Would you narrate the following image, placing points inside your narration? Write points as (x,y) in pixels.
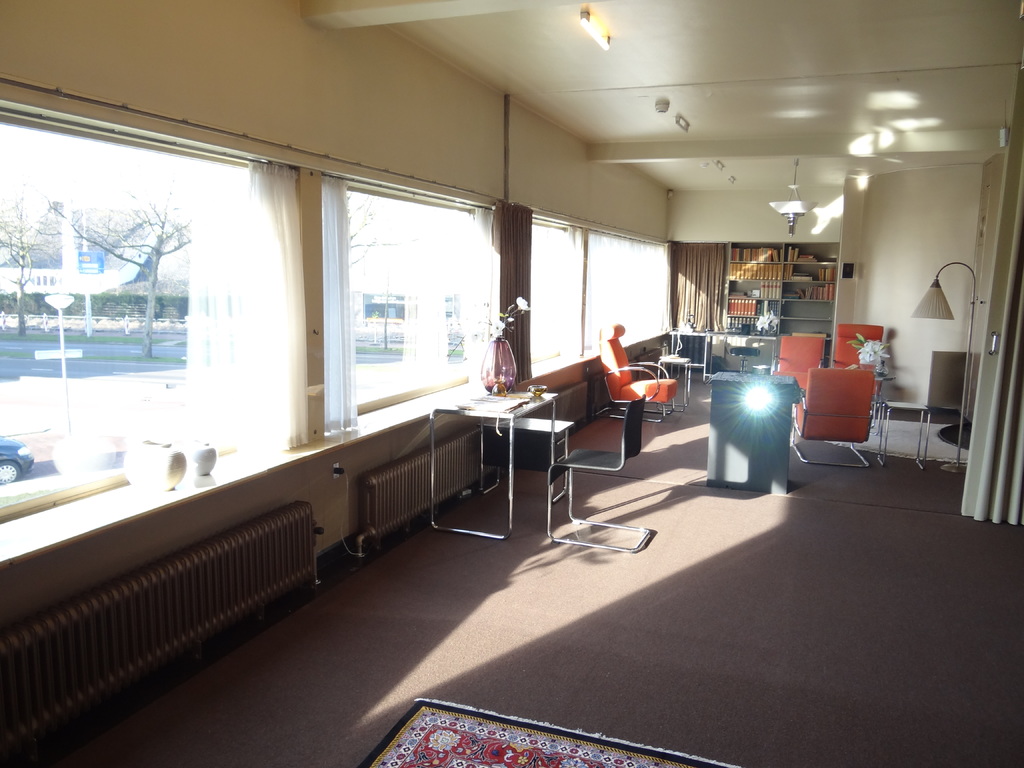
We can see flowers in vase (505,386) and objects (518,405) on the table (515,421). We can see chairs (632,442), flowers (863,351), light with stand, door (985,409), light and mat (472,749) on the floor (479,693). We can see glass windows (50,426), vases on shelf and curtains (673,297), through these glass windows (101,385) we can see trees (147,324), board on pole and vehicle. In the background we can see books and objects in racks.
